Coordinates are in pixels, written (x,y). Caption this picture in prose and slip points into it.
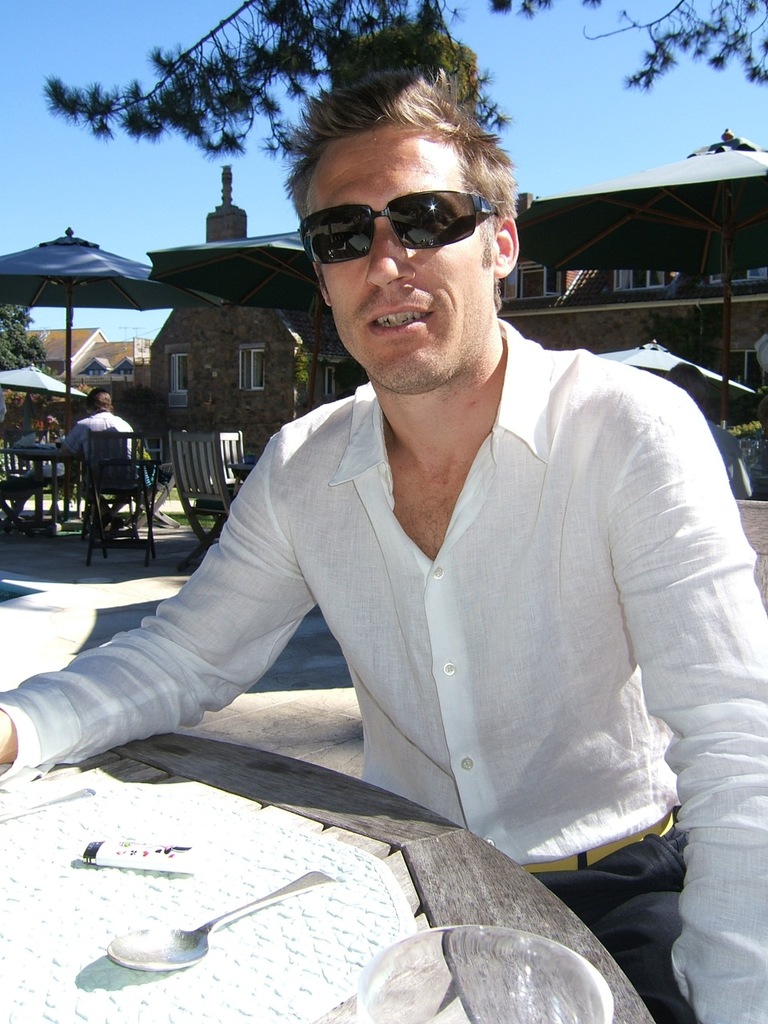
In this picture there is a man (405,345) who is wearing white shirt (600,549), jeans (654,990) and goggles (392,202). He is sitting near to the table (47,792). On the table (484,937) we can see glass (454,988), spoon (301,884), lighter (182,860) and knife (85,798). In the background (260,333) we can see a building (290,322). Here we can see a person (104,405) sitting under the umbrella (112,302). Here we can see many chairs (193,476) near to the table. On the top (296,91) we can see tree (296,91). Here it's a sky (602,86).
